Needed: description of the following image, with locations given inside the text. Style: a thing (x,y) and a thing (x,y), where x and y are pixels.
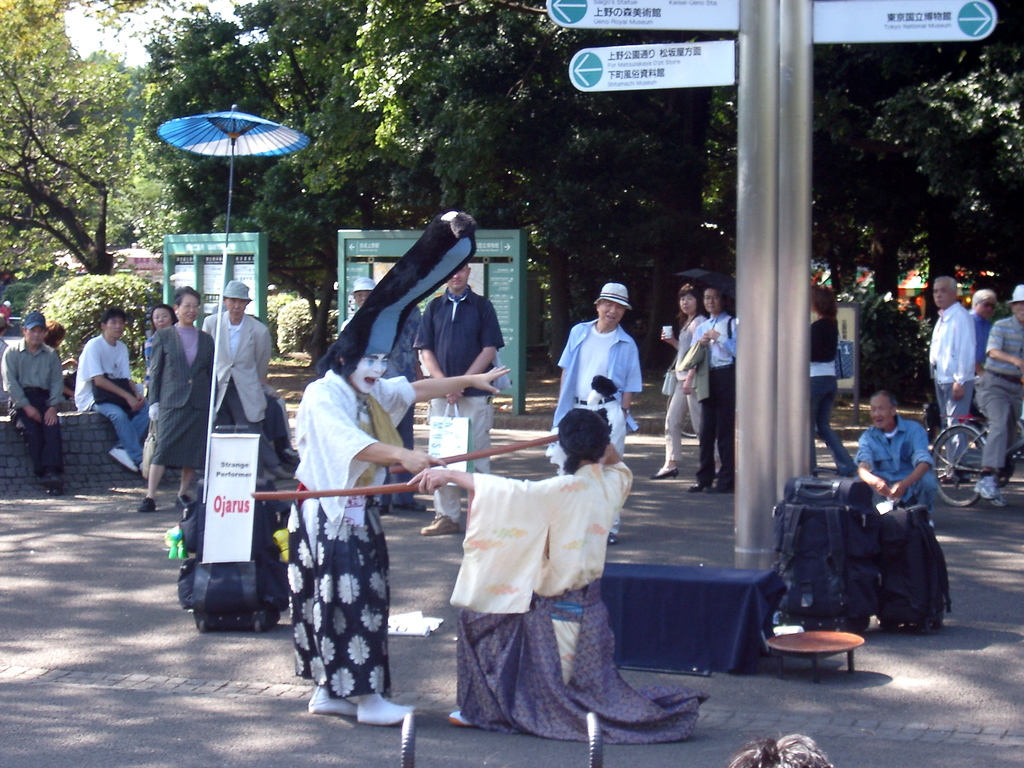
In this image we can see poles (773,190), sign board (732,3), bags (837,573), wooden table (790,648) and an umbrella (272,134). We can see men (963,323) and women (821,423) are standing on the road (920,643) and watching a show. In the background (537,81), tree (537,81) are there.
